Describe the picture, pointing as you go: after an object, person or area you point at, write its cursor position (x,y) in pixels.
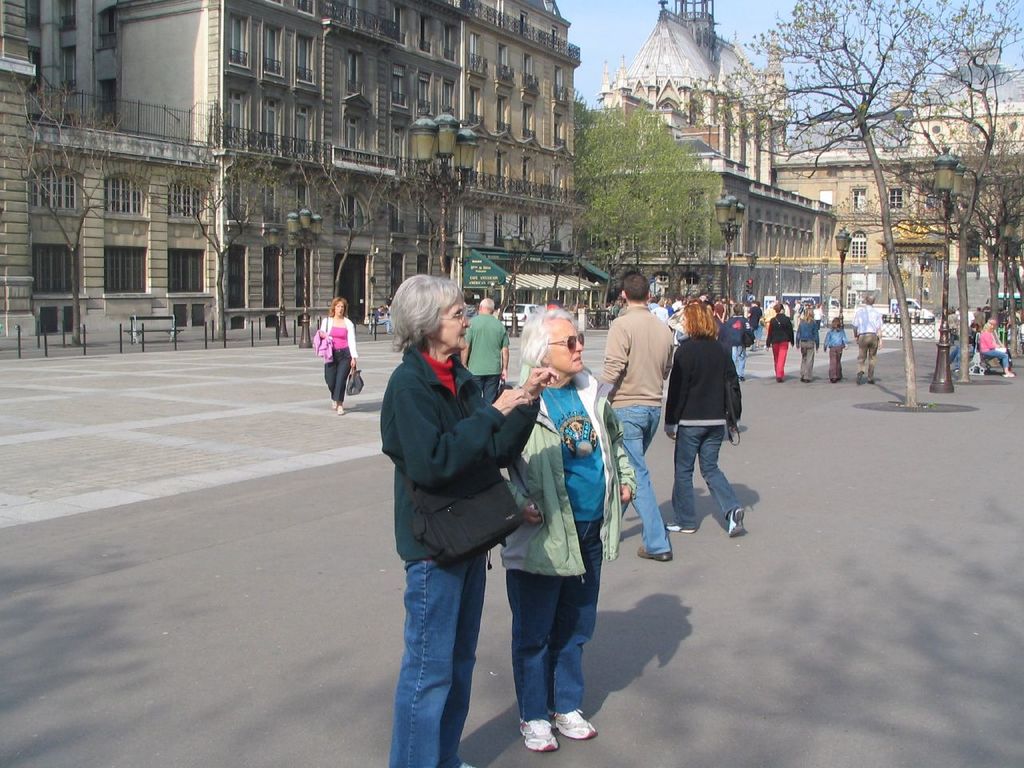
As we can see in the image there are few people (661,365) here and there, street lamps (945,267), buildings (552,105), trees (962,269) and sky (589,43).
